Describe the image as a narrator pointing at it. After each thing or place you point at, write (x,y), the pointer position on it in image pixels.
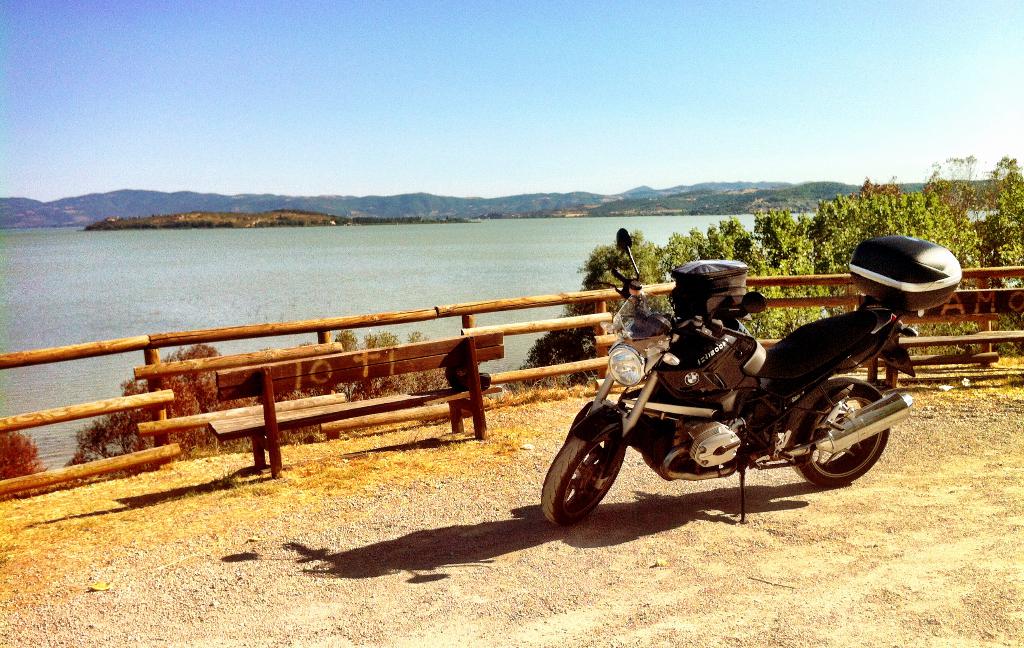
This picture is clicked outside. On the right (725,362) we can see a black color bike (709,344) is parked on the ground (805,514). In the center (481,400) there is a wooden bench (275,463) and we can see the wooden fence (89,466) and we can see some trees (780,289). In the background (352,281) there is a sky (780,105), hills (751,197) and a water body (343,263) and some plants (415,377).
